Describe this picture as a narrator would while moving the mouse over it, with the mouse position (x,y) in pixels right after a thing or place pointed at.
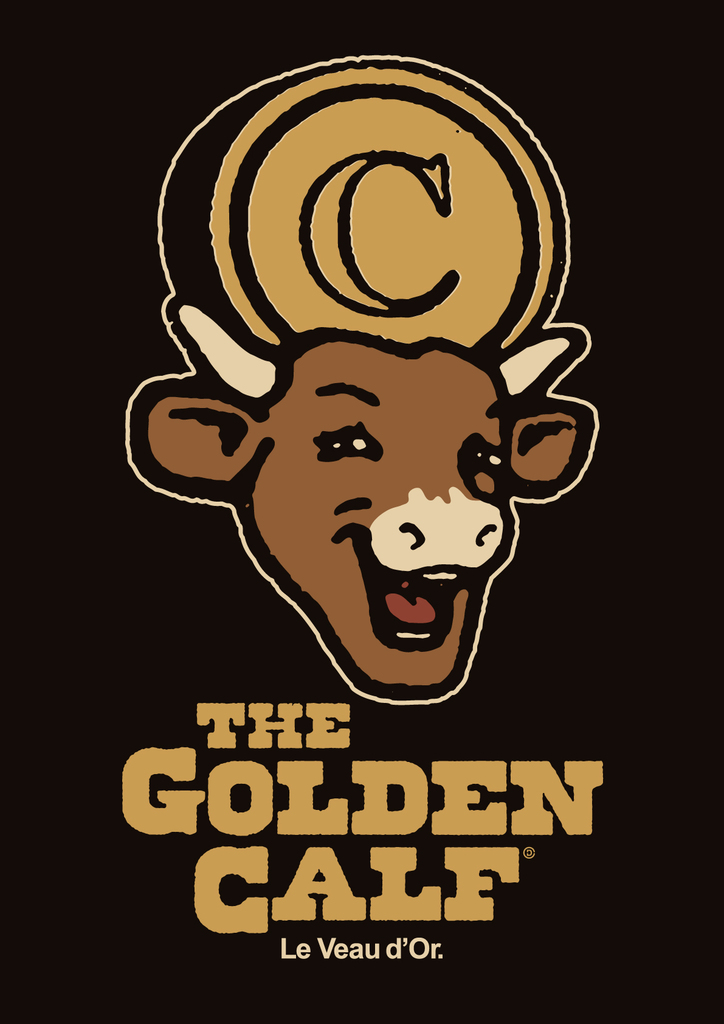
In this image we can see an advertisement (595,351) with a calf picture (206,393).
